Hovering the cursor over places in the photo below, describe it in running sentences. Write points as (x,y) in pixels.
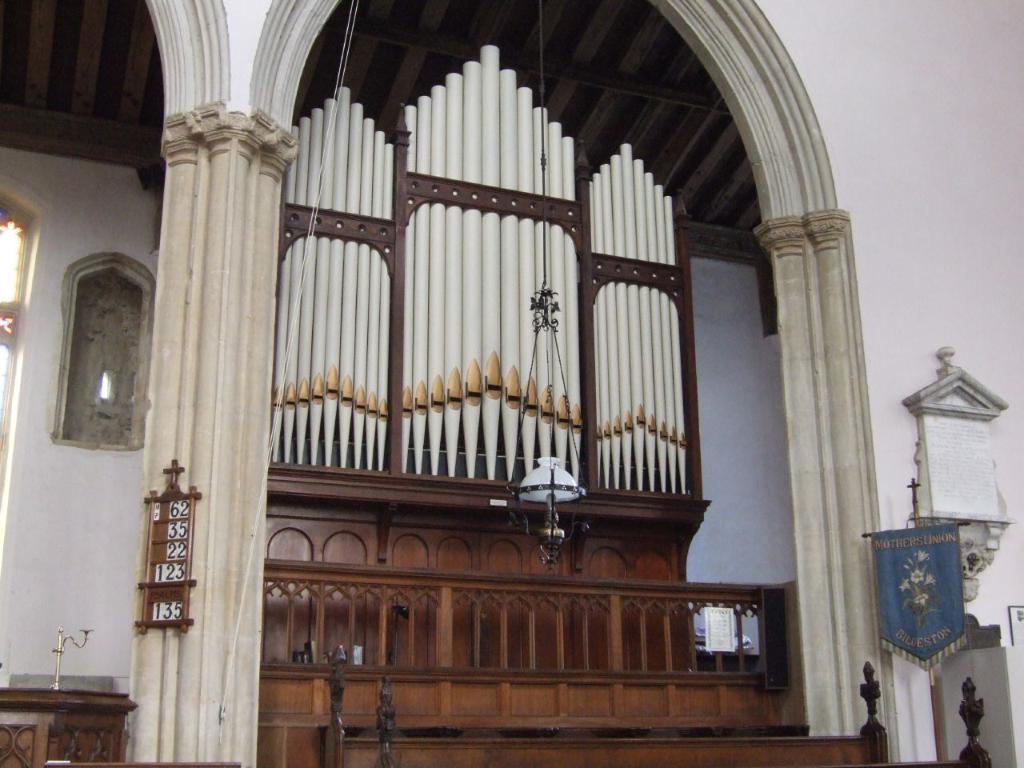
In this picture, we see a building (737,363) in white color. At the bottom of the picture (461,617), we see a wooden railing (489,656). Beside that, we see a white pillar (212,569). In the left bottom of the picture (69,707), we see a brown color table (32,704). On the right side (946,591), we see a blue color sheet (927,575) and a white color board (955,473).
